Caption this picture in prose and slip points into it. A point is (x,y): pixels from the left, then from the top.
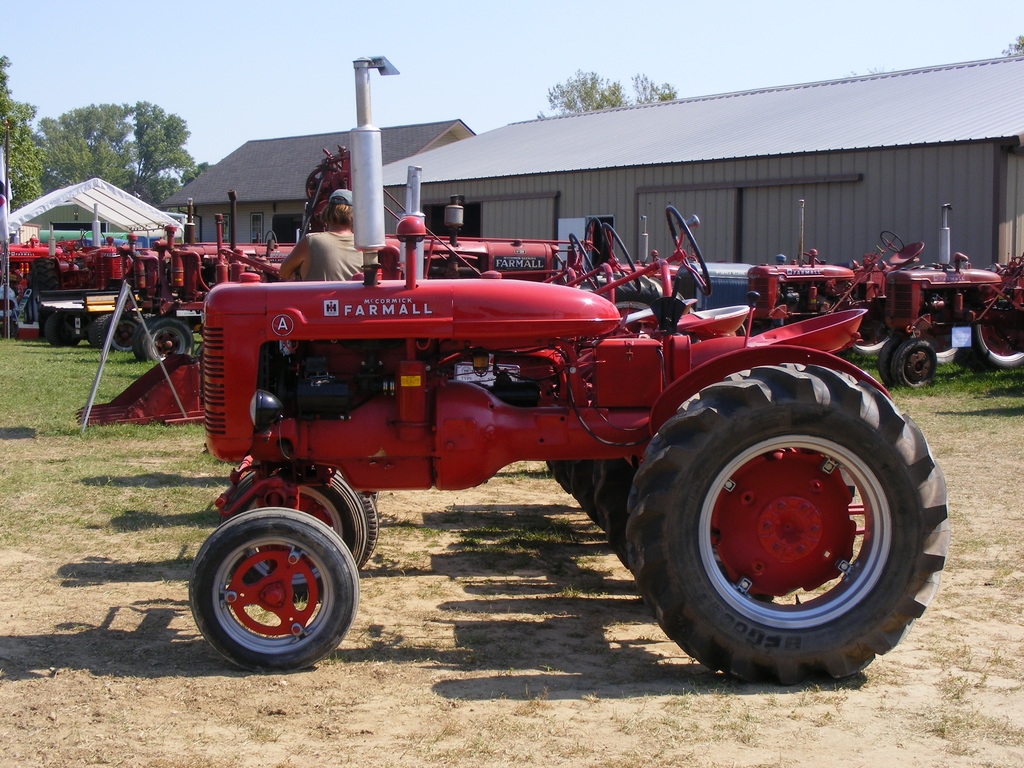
In this image I can see few vehicles (595,371) and I can also see the person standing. In the background (790,178) I can see few sheds (838,193), trees (38,193) in green color and the sky (226,67) is in white and blue color.
